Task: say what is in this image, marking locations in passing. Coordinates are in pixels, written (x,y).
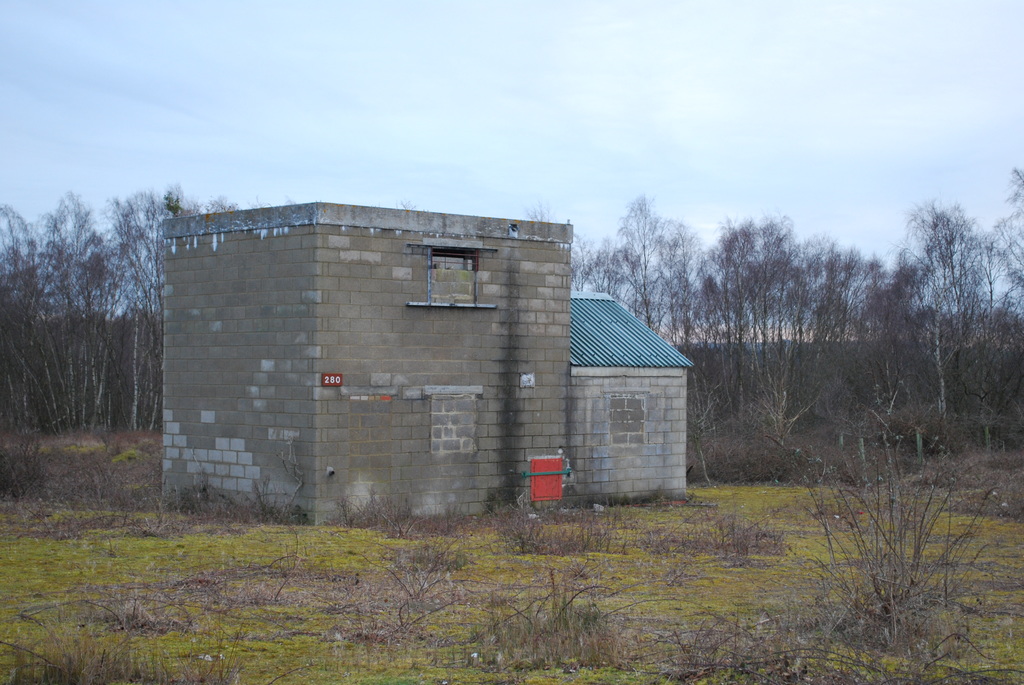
On the ground (428,574) there is grass (654,586) and plants (682,580). Also there is a building (362,386) with a brick wall (406,356). In the back (246,136) there are trees (683,328) and sky (328,132).
